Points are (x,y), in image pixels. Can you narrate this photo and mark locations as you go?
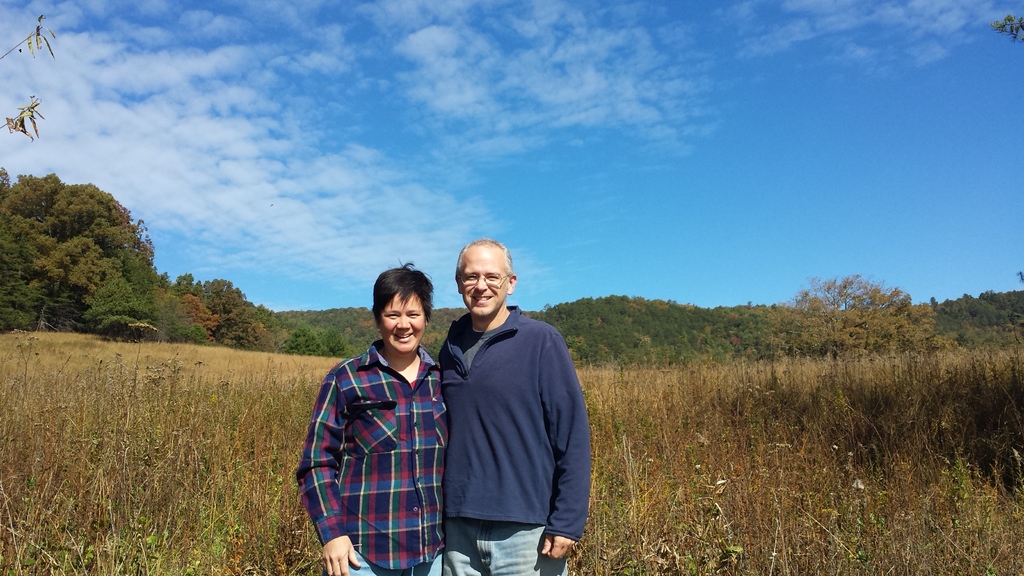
In this image we can see two persons (419,358) standing and smiling, behind them, we can see some plants (171,354) and trees (213,319), in the background (544,125) we can see the sky (691,125) with clouds (123,140).
